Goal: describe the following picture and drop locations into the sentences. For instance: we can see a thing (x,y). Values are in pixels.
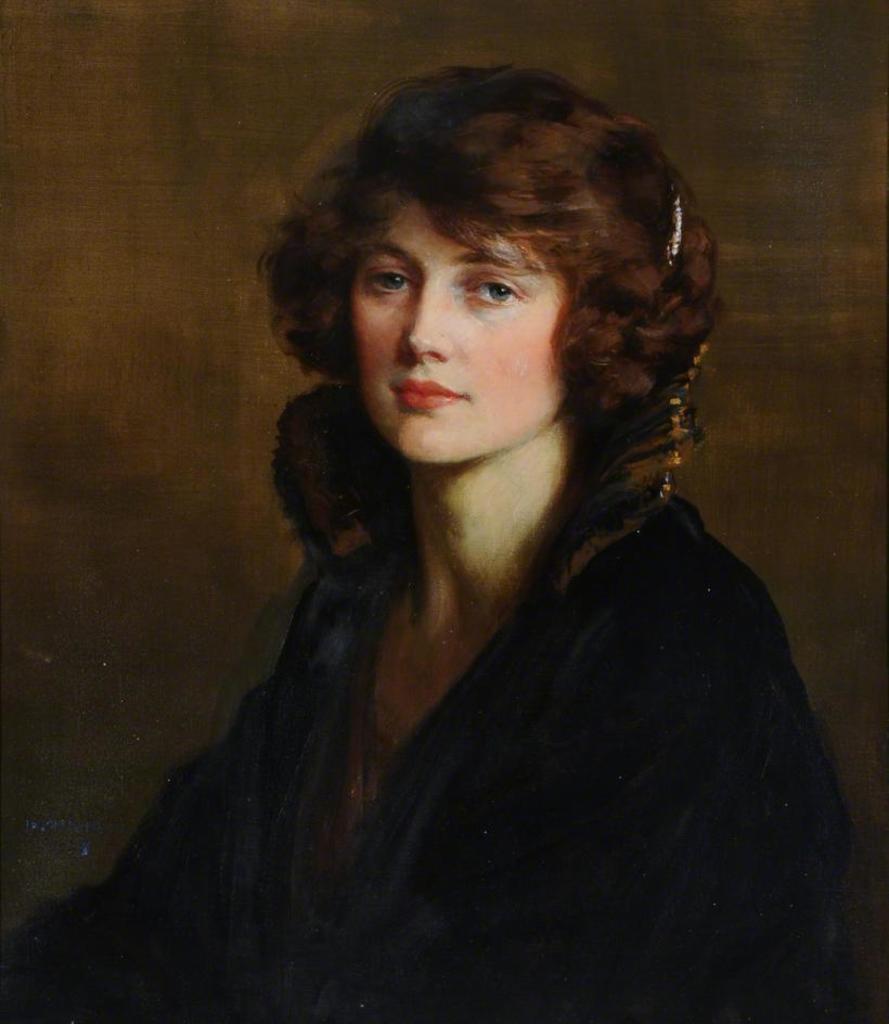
In this image we can the painting (442,639) of a woman (438,649).
